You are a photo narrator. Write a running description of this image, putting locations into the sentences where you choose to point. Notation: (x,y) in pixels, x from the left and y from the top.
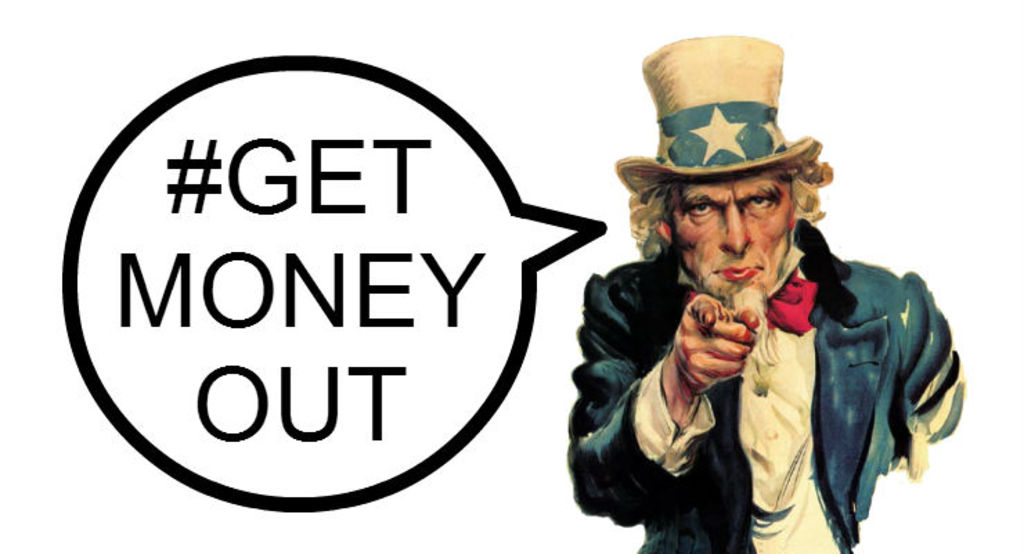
On the right side of the image (819,402) we can see person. On the left side of the image (324,305) there is text (317,207).
